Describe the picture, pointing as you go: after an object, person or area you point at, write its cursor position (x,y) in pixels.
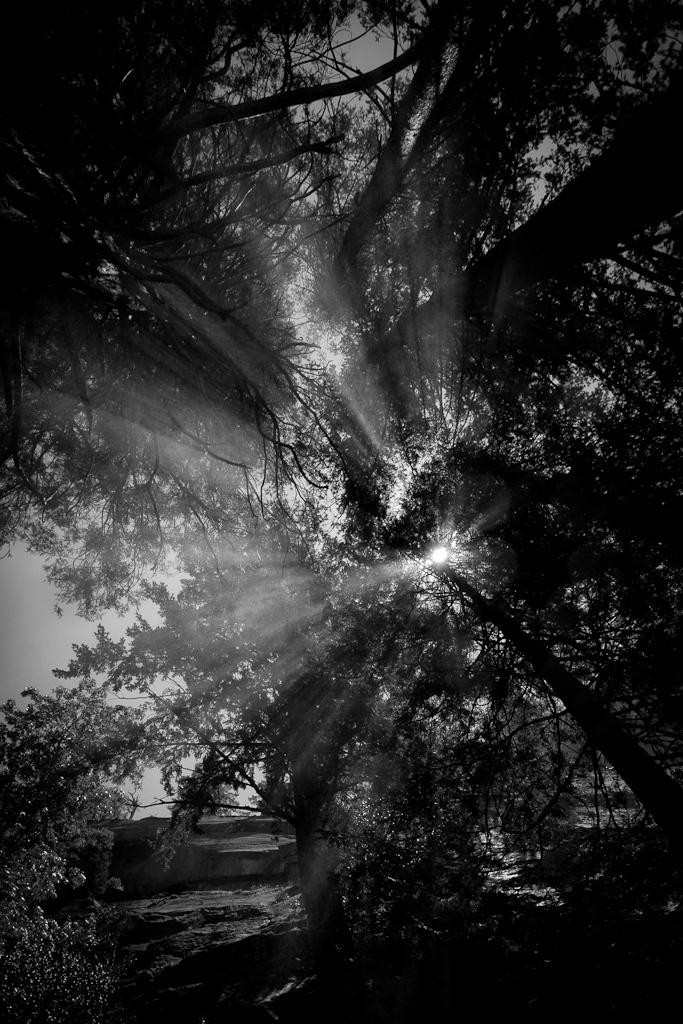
This is a black and white pic. In this image we can see trees (200,636) and sun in the sky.
